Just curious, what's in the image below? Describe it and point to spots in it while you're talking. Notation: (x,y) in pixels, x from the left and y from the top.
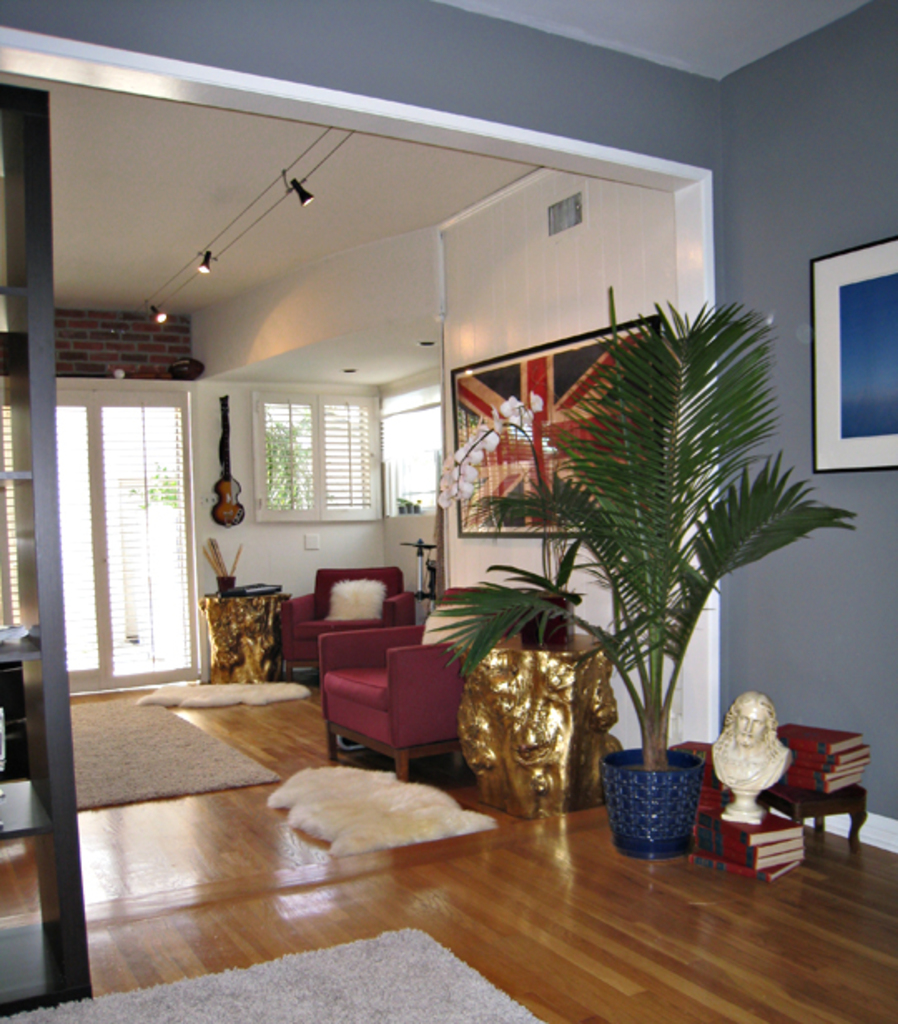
This is a picture of the inside of the house (835,890), in this picture in the center (403,679) we could see some couches (401,661), pillows (352,607), flower pot (672,787), plant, statues (755,812) and some books (793,780). On the wall (802,473) there are some photo frames (815,372), in the center (340,508) there are two windows (255,442) and a guitar (220,479) and a table (232,618). On the table (227,602) there are some pens (215,566), at the bottom (712,937) there is a floor (672,945). On the floor (217,878) there are some carpets (358,967), on the top of the image (229,213) there is ceiling (168,235) and some lights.
